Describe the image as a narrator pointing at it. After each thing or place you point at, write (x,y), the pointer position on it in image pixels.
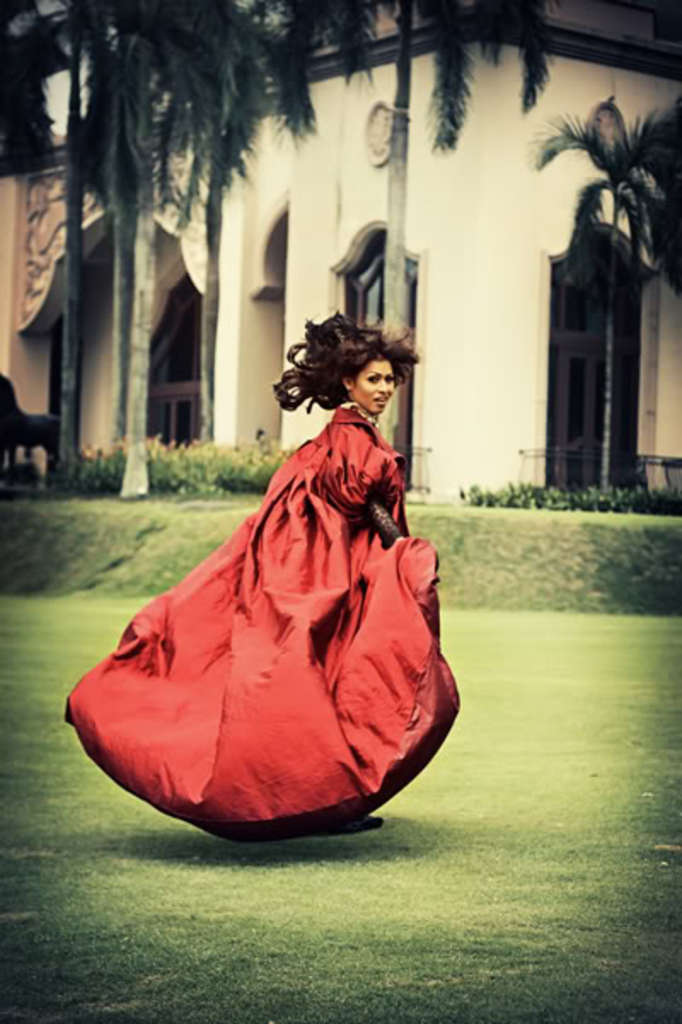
In this picture we can see a woman (372,493) standing here, at the bottom (564,907) there is grass (542,912), we can see a building (435,191) in the background (435,233), on the left side (226,146) there are some trees (196,135), we can see some plants (219,447) here, this woman (359,604) wore a red color dress (341,653).
